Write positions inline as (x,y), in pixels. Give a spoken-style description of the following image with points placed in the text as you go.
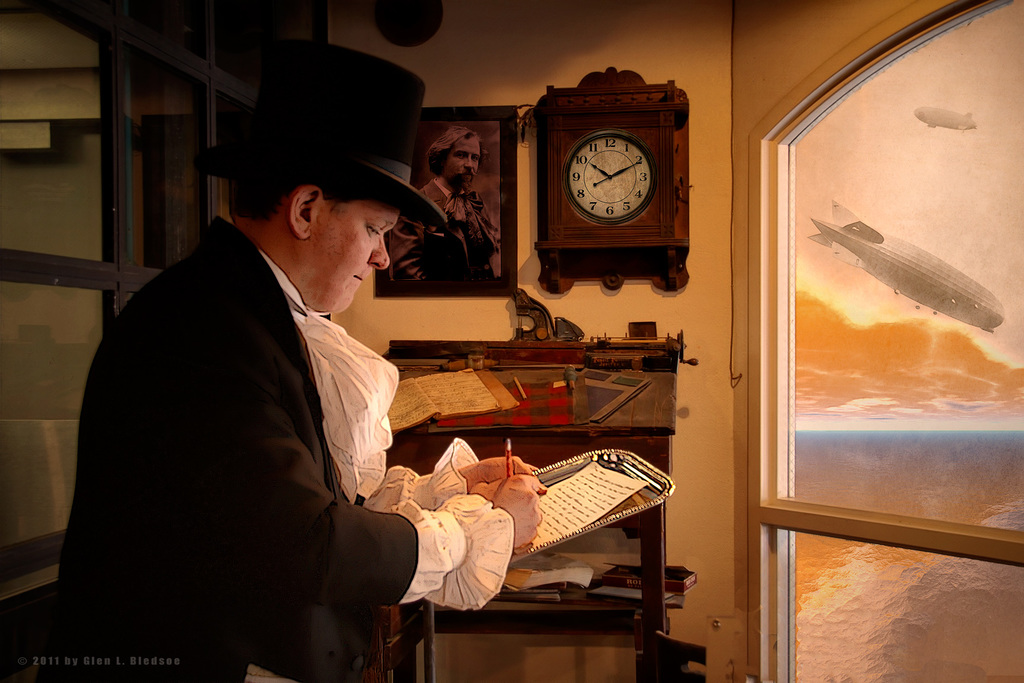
In this image, we can see a man (194,507) standing and writing on the paper (606,507), in the background (692,329) there is a wall (542,298) and we can see a clock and a photo (445,207) on the wall (365,297), on the right side (899,294) we can see glass windows (896,411).
